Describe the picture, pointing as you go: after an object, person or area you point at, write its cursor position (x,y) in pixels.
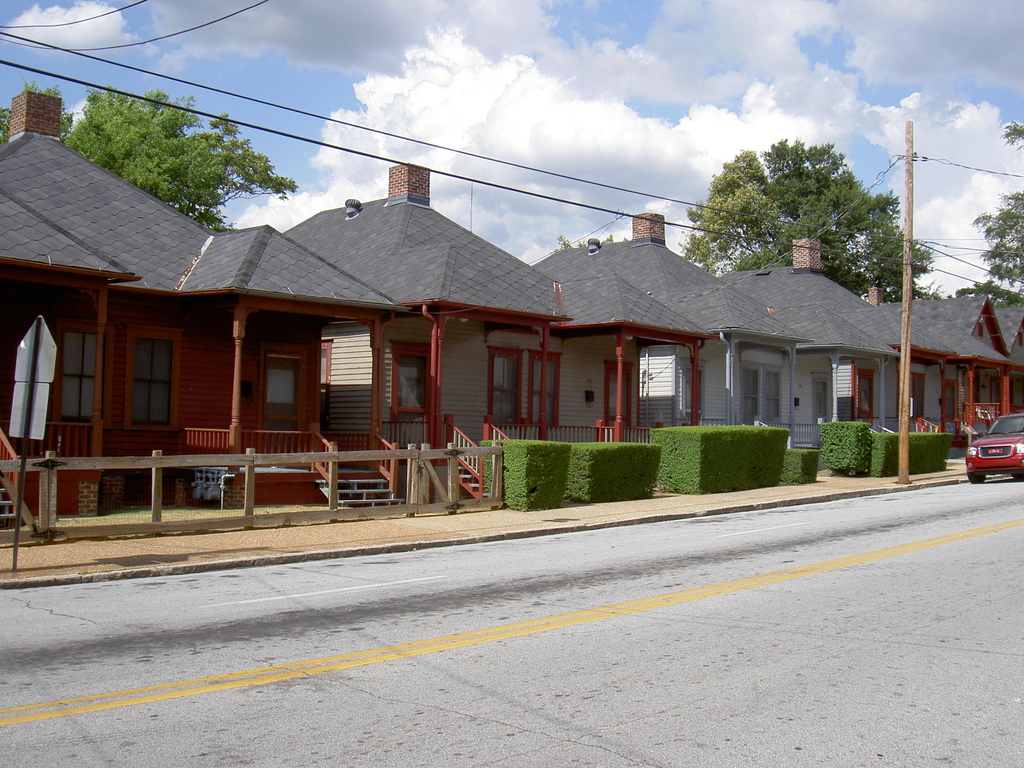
In this picture we can see few houses (644,376), in front of the houses (540,401) we can find shrubs (612,462), few cables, a pole (904,467) and a car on the road (883,503), in the background (540,136) we can see few trees (111,115) and clouds (597,70).
